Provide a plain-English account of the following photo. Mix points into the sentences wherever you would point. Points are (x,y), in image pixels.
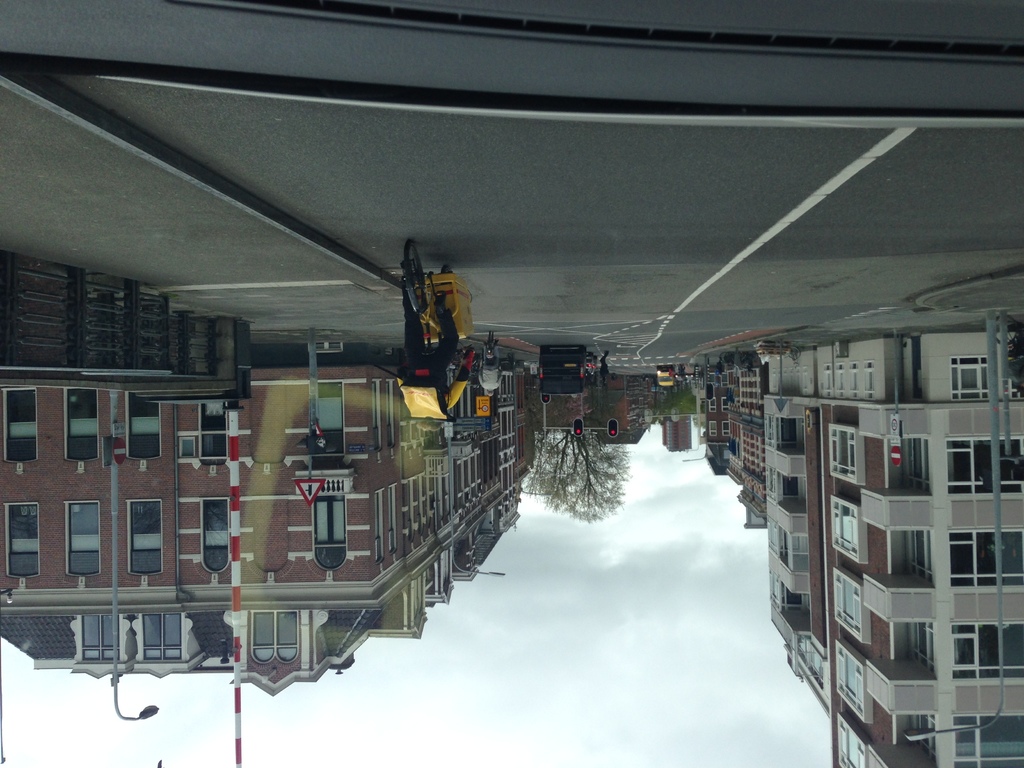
In this image we can see some vehicles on the road (566,312). In that a person (437,393) is riding a bicycle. We can also see a building (347,628) with windows (324,561), street poles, signals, trees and the sky (617,621) which looks cloudy.
